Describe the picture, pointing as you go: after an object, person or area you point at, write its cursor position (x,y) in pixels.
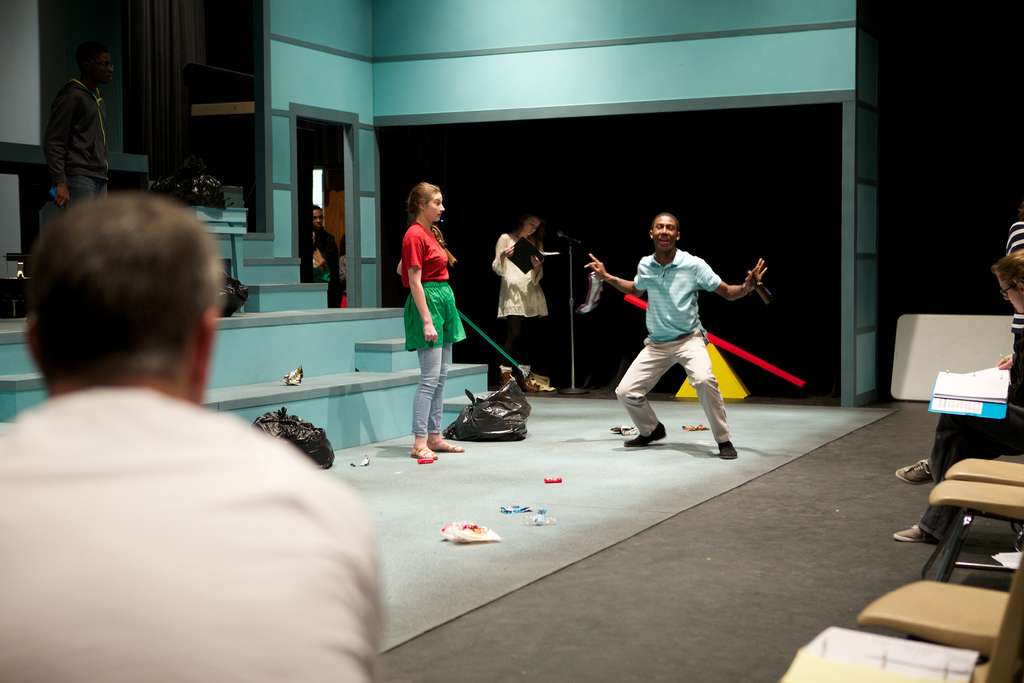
This picture is clicked inside. In the foreground (148,489) there is a person (200,541) seems to be sitting. On the right (941,615) we can see the chairs (940,569) and a person (1015,366) holding a book (1007,382) and sitting on the chair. In the center (633,400) we can see the group of persons (650,406) and there are some objects (513,428) placed on the ground (508,456). On the left (305,300) we can see the staircase (336,360). In the background (425,23) there is a wall (277,27) and a curtain (174,60).
